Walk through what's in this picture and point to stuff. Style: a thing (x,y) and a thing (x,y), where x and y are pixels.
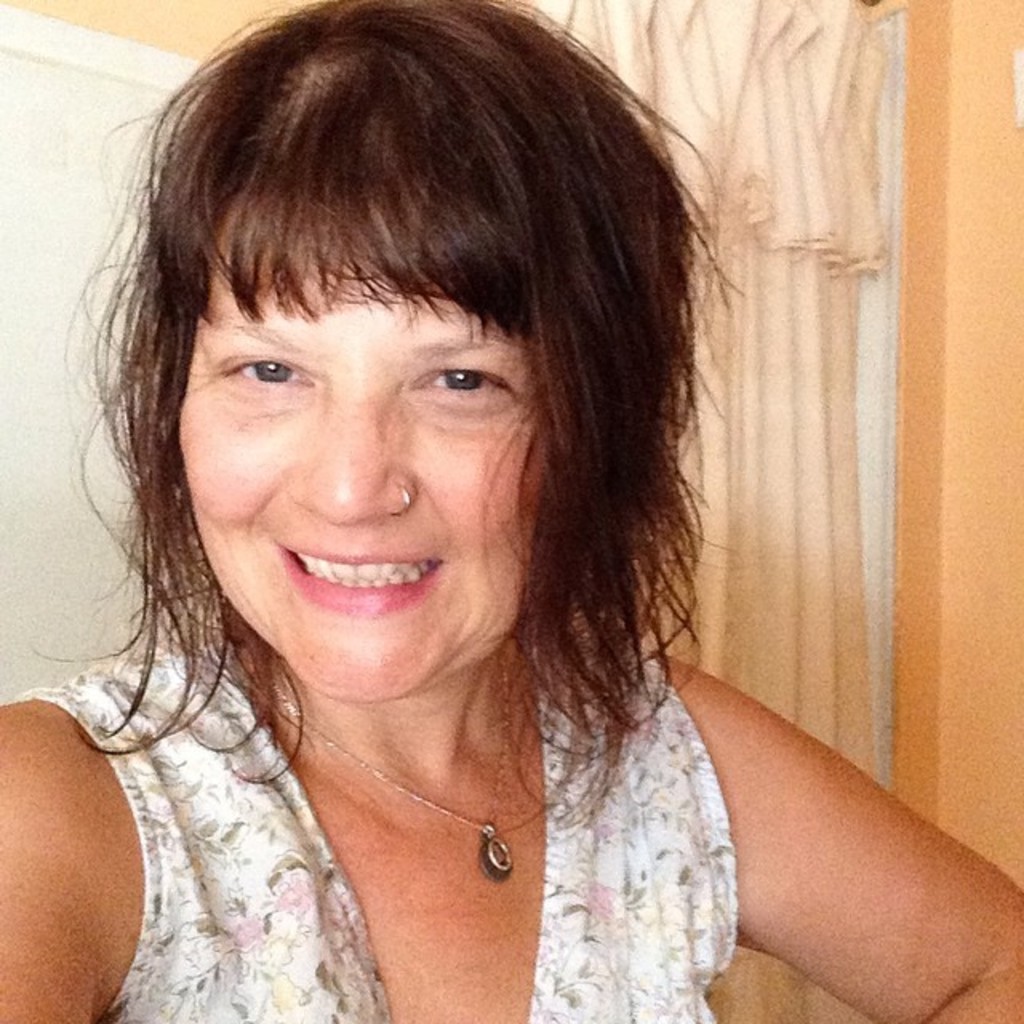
Here in this picture we can see a woman (577,743) present over there and we can see she is smiling and behind her we can see a curtain (744,205) present over there.
